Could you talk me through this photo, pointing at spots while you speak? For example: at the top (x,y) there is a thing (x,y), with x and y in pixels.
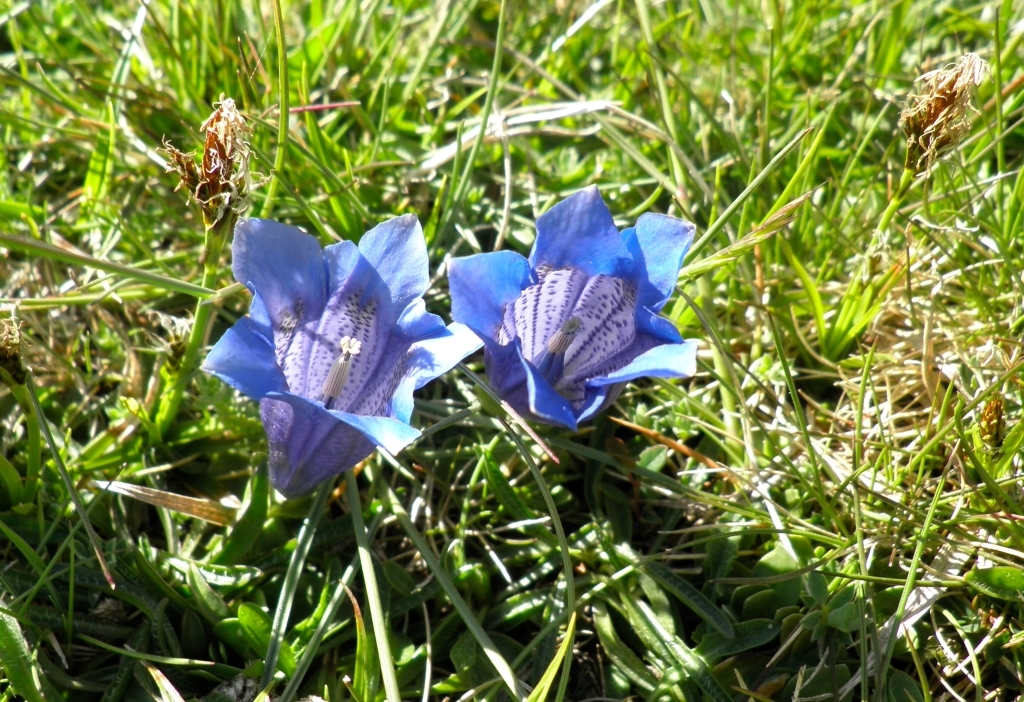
In this picture we can see flowers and in the background (322,522) we can see the grass (329,516).
